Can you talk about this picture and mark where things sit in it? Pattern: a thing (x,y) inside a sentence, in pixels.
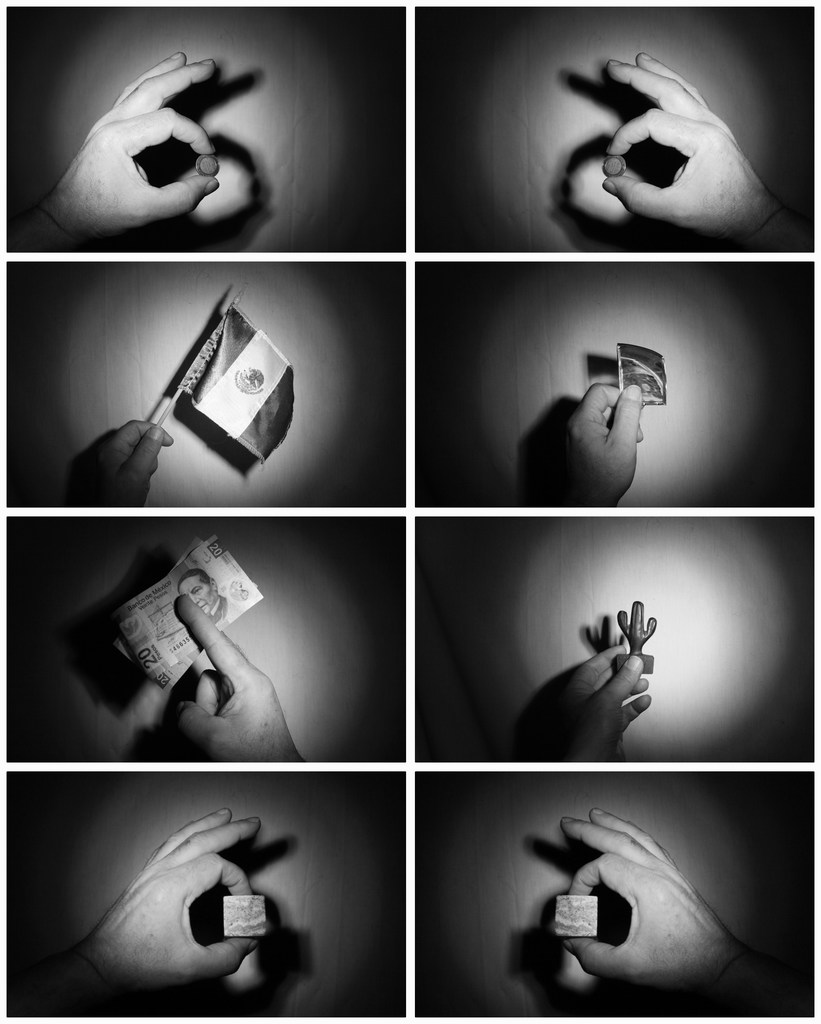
In this picture we can see a collage picture, here we can see a person hands (687,893), flag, currency note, flag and some objects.
